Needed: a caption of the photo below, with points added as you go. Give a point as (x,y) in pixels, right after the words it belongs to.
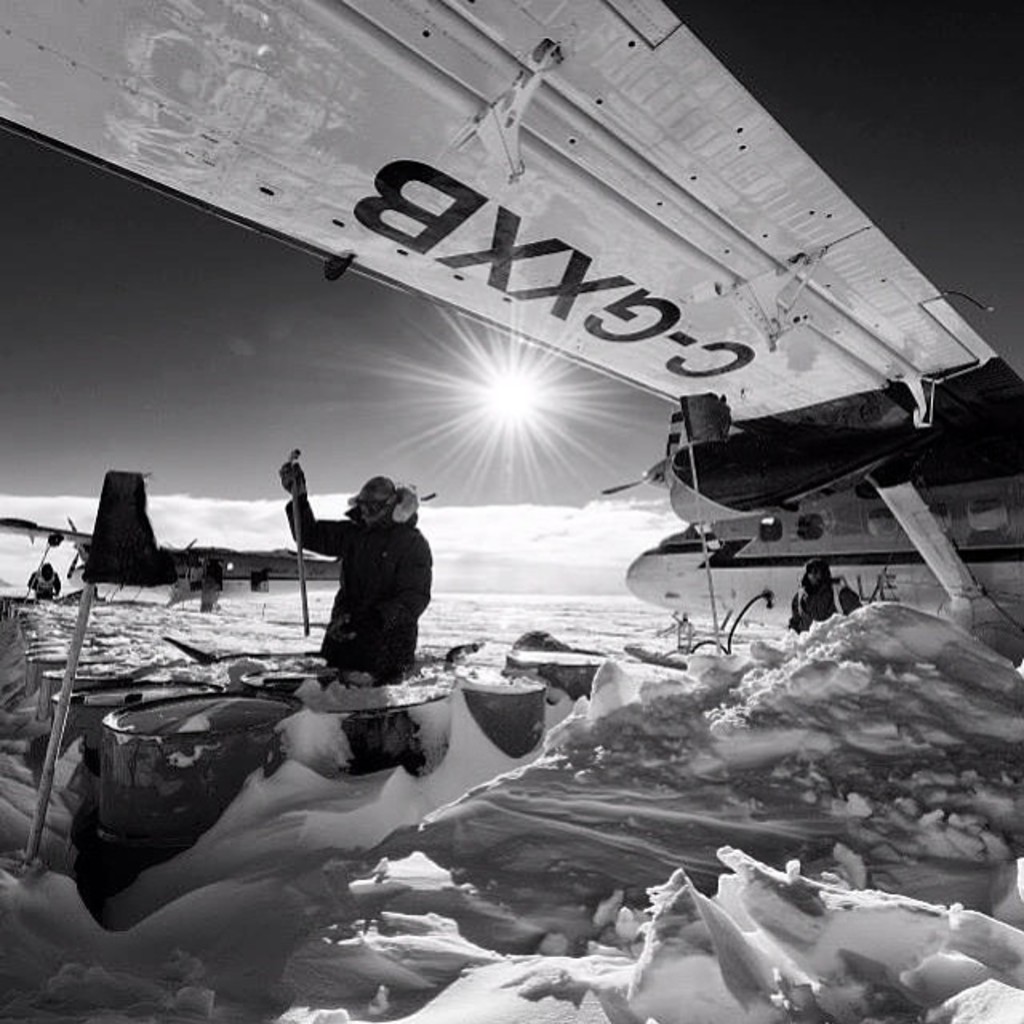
In this image there is an airplane (798,463) in the snow (837,636). In the middle (381,557) there is a man (363,633) who is standing near the drums (206,720). At the top (435,341) there is light (469,404). At the bottom (473,839) there is snow (681,753). It is the black and white image. Behind the man (365,558) there is another airplane (175,563) on the snow (102,604).
